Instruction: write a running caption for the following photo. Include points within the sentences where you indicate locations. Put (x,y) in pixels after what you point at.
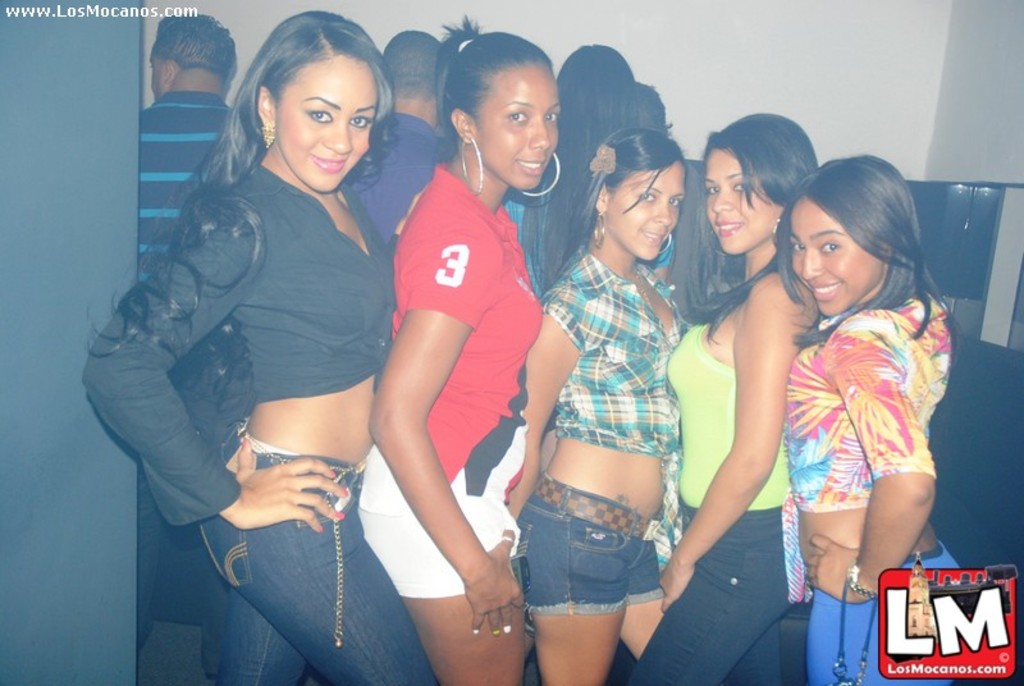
In this picture we can see some people (561,224) standing here, at the right bottom (949,611) there is a logo (936,595), we can see a wall (844,64) in the background (824,37), at the left top of the picture (147,16) we can see some text (62,15).
